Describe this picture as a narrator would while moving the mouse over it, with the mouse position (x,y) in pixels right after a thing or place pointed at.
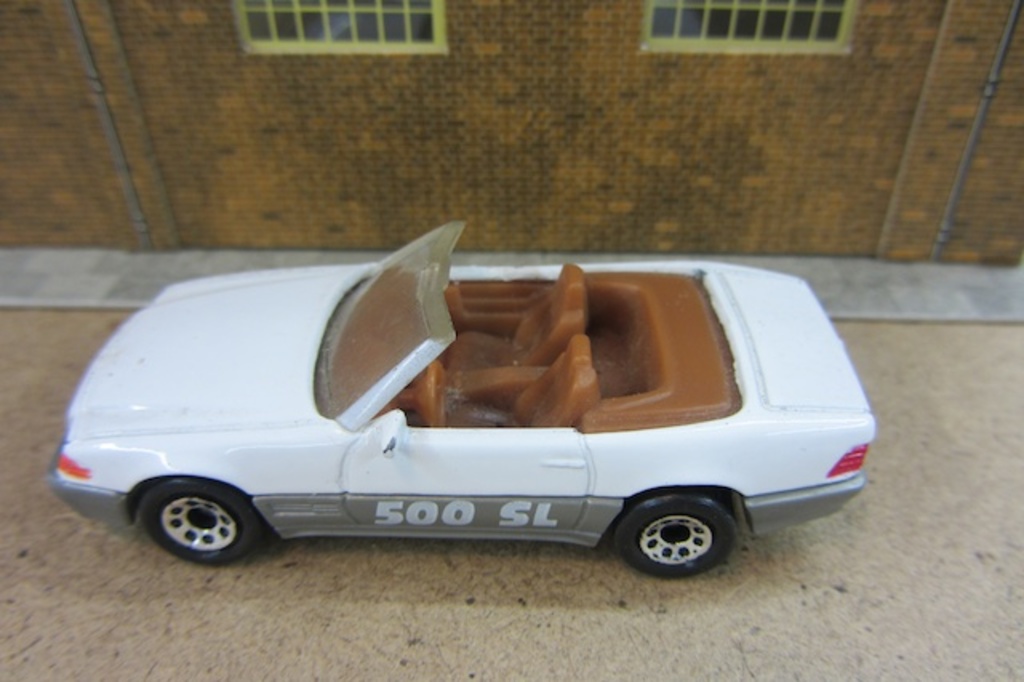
In the image there is a toy car (473,336) and behind the car (505,513) there is a wall (536,150) with two windows (749,52).
